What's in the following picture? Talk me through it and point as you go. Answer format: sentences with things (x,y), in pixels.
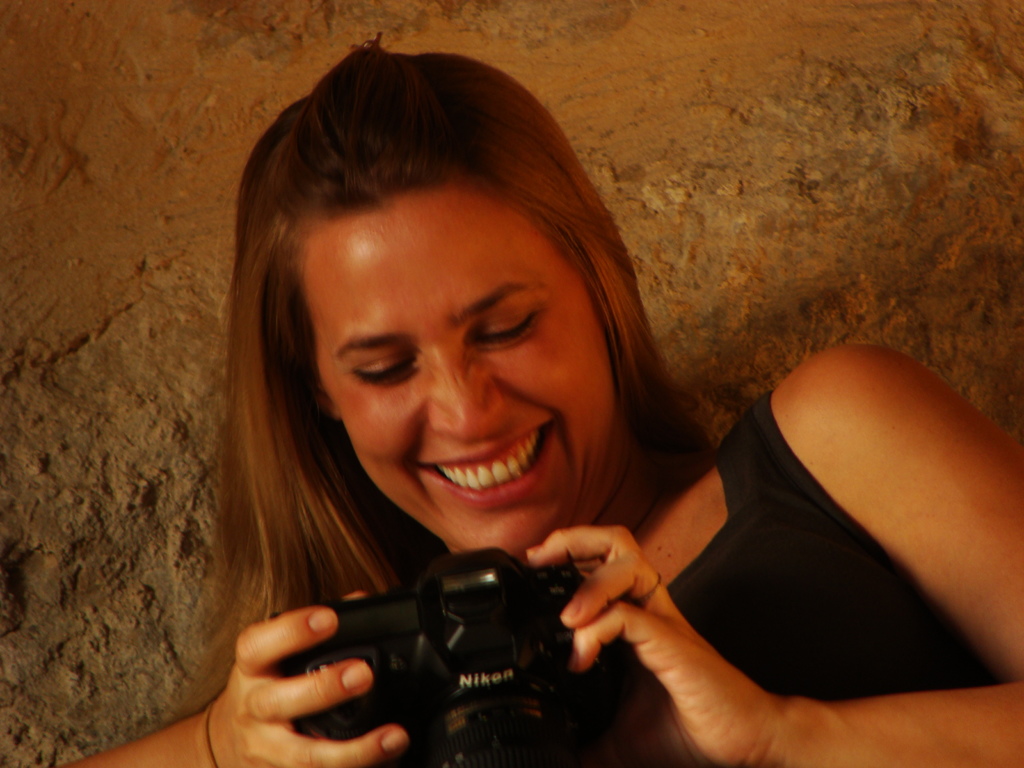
In this image there is a woman (399,565) wearing a black dress (726,500) and holding a camera (434,681). In the background (638,166) there is a rock (412,10).
